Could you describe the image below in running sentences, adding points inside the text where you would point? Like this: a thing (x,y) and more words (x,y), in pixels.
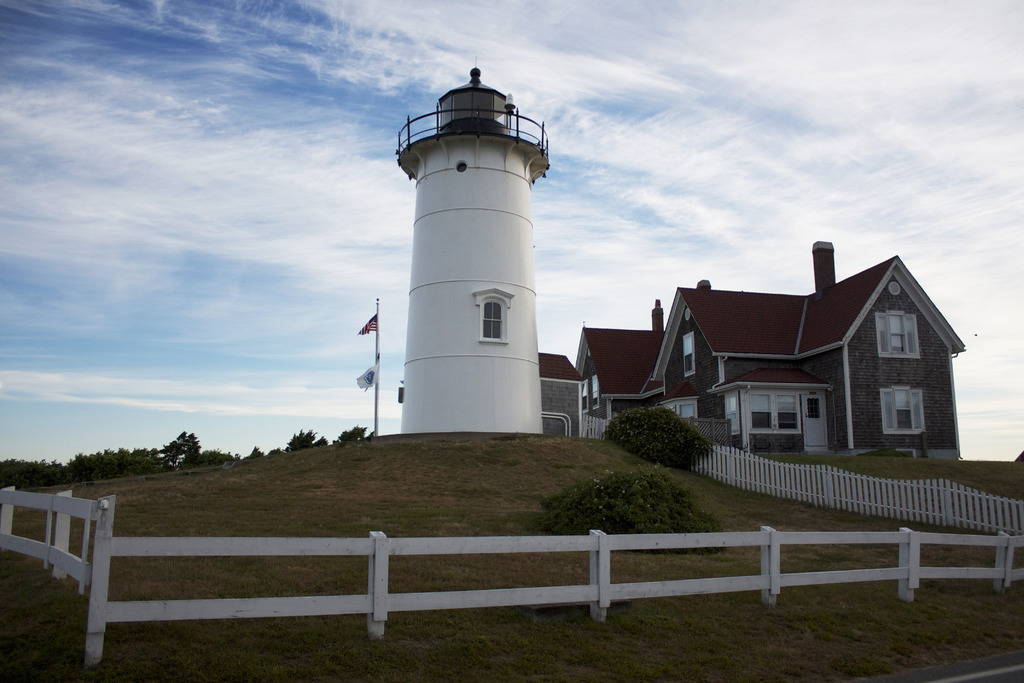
In the image there are few houses (681,382) and a tower (521,370) and there is a flag (362,379) beside the tower (480,370), the area (616,446) around the houses (673,343) and the tower (524,426) is filled with grass (594,453) and some plants (622,493) and there is a white fencing (922,575) around the grass (401,478).
